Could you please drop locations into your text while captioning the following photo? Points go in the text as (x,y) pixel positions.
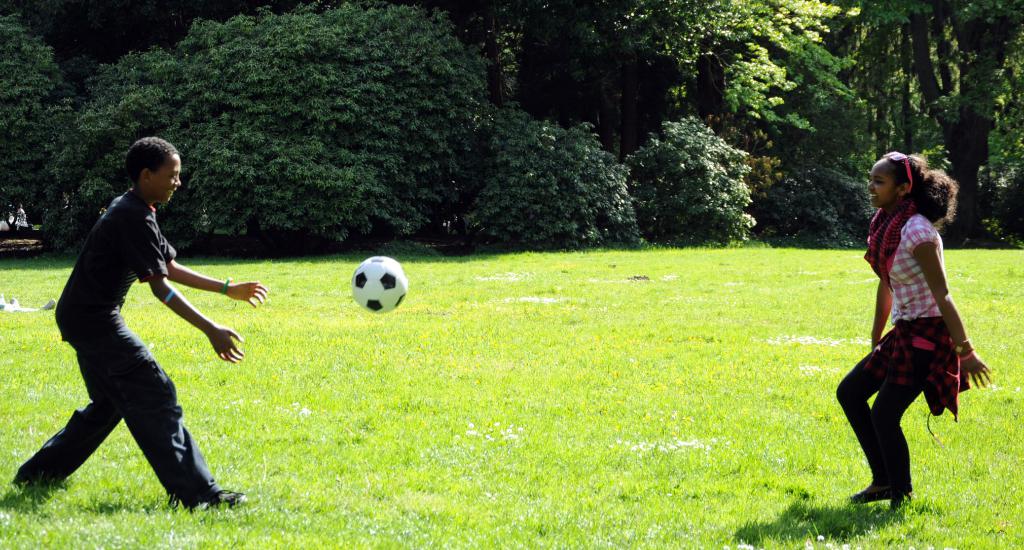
In this image, we can see two people (879,288) are on the grass (531,480) and smiling. Here we can see a ball (369,285) in the air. Background (1003,216) there are so many trees (4,189) and plants (322,174).
